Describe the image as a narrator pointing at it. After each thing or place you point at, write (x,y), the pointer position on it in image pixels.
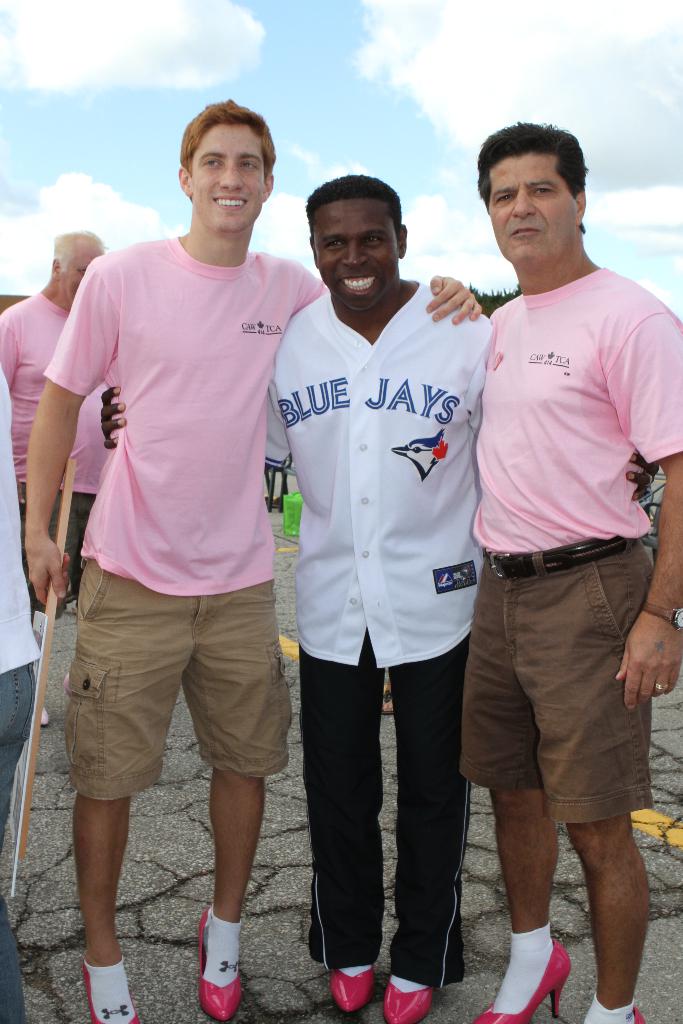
In the foreground of the picture (266,563) there are three men (460,417) standing. On the right (520,622) the person (520,622) is wearing pink t shirt (525,477). On the left (195,414) the person (193,436) is wearing pink t-shirt (164,440). In the center of the person (383,488) is wearing a white shirt (377,412). On the left (39,336) there are two people (34,298). Sky (222,93) is partially cloudy. In the background (492,300) there are trees (486,306) and other objects (287,475). At the bottom (52,902) it is road (270,934).
